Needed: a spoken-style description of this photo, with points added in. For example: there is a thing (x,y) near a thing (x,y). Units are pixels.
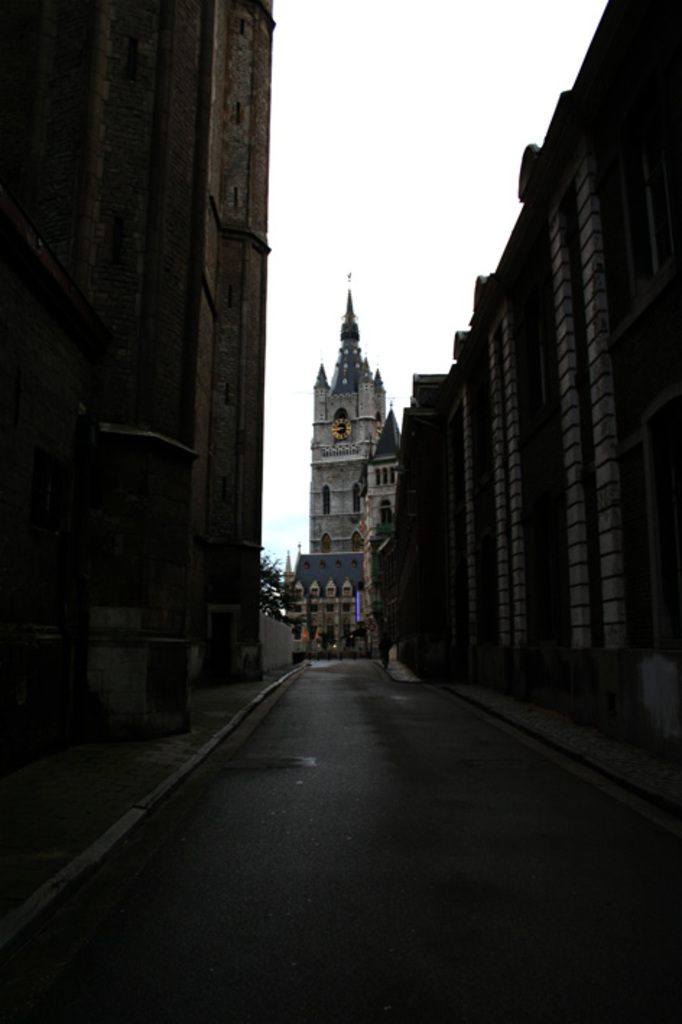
In the image there is a road (481,743) and on the either side of the road (481,1017) there are tall buildings (195,288) and in front of the road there is a huge tower (340,474) and in the middle of the tower (354,427) there is a clock (345,427). In the background (411,129) there is a sky (448,121).
